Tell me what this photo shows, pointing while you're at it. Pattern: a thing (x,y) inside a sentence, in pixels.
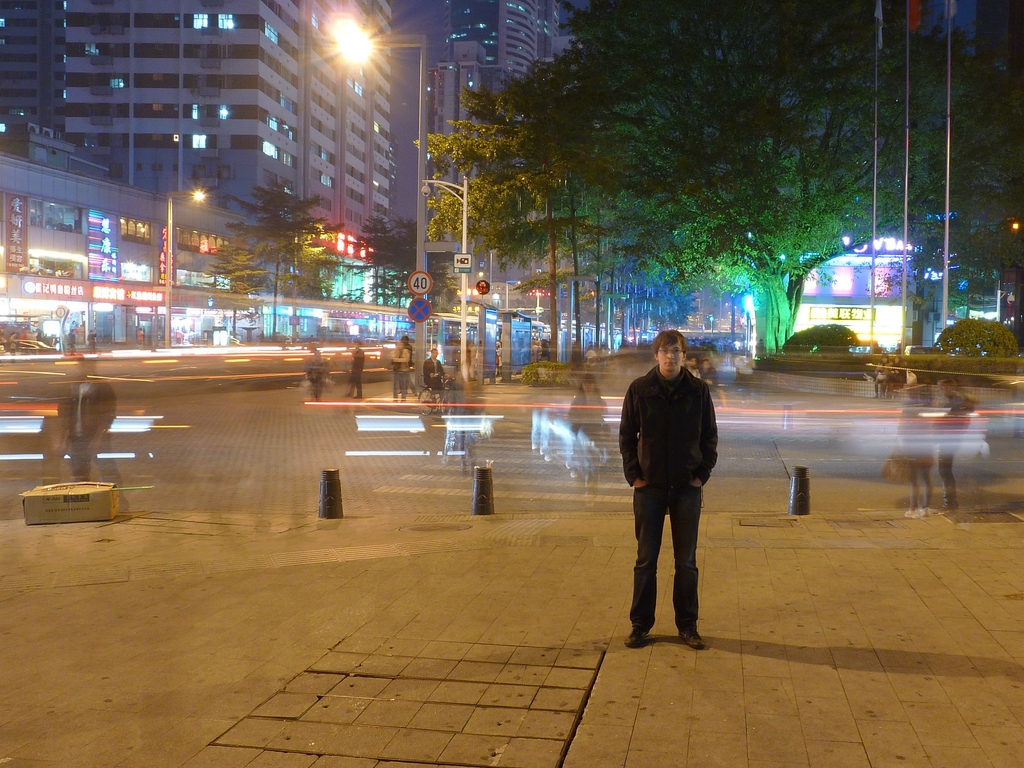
This is the picture of a city (502,188). In this image there are group of people (590,358) standing on the footpath (614,565). At the back (570,312) there are buildings (836,315), trees (472,221) and poles (464,235) and there are boards (449,243) on the poles (426,299). At the top (395,73) there is sky (444,19). At the bottom (146,602) there is a road (531,401).
